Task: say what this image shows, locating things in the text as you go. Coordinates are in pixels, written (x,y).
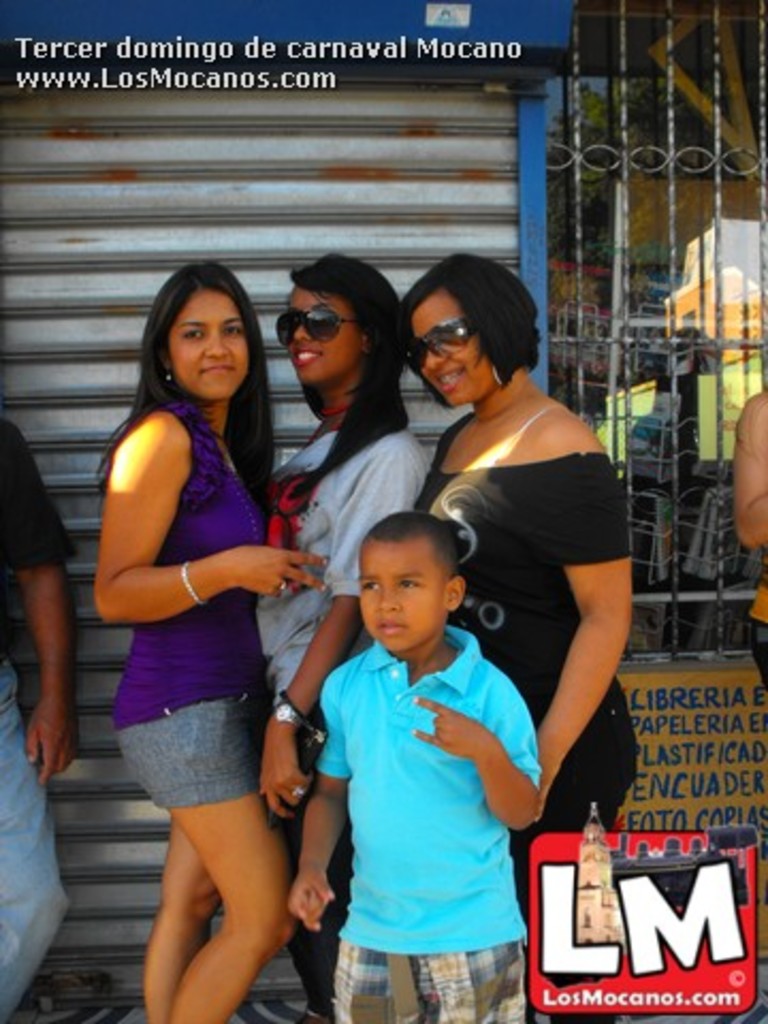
Here I can see three women (421,494) and a boy (406,720) are standing, smiling and giving pose for the picture. On the right (751,494) and left side of the image (8,539) I can see two persons (37,830). At the back of these people (36,842) there is a shutter (157,193) and a metal frame (687,300). In the bottom right-hand corner (688,919) there is a logo (594,861). At the top of the image (214,69) there is some text (154,48).
